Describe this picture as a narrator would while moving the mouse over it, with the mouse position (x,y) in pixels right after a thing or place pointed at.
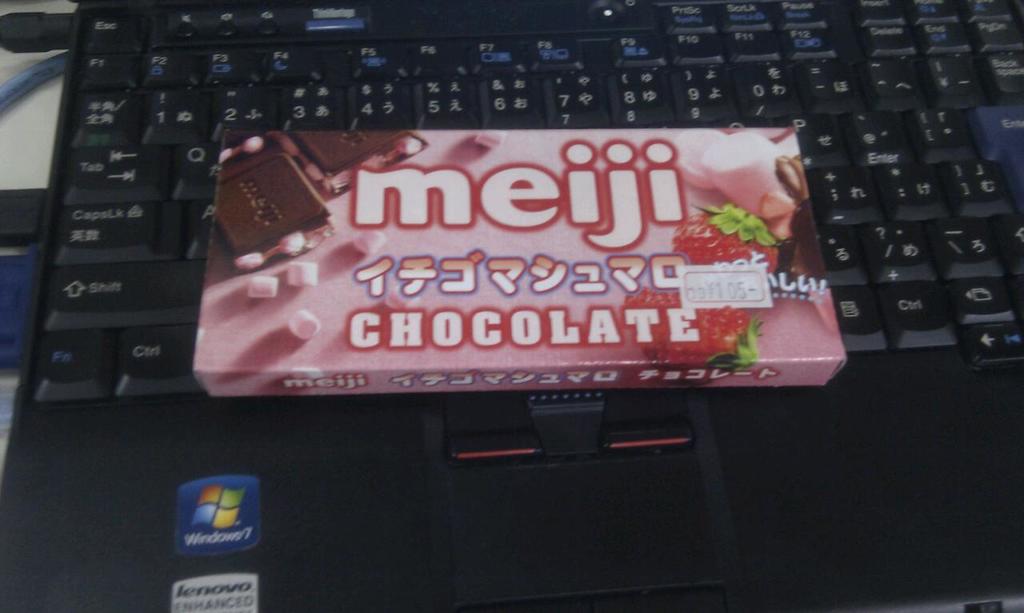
In the picture we can see a key pad (135,62) on laptop (147,176) with black color keys (102,67) and on it we can see a chocolate box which is pink in color with a name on it Meiji and beside the laptop (988,339) we can see a blue colored wire (3,100) connected to it.
